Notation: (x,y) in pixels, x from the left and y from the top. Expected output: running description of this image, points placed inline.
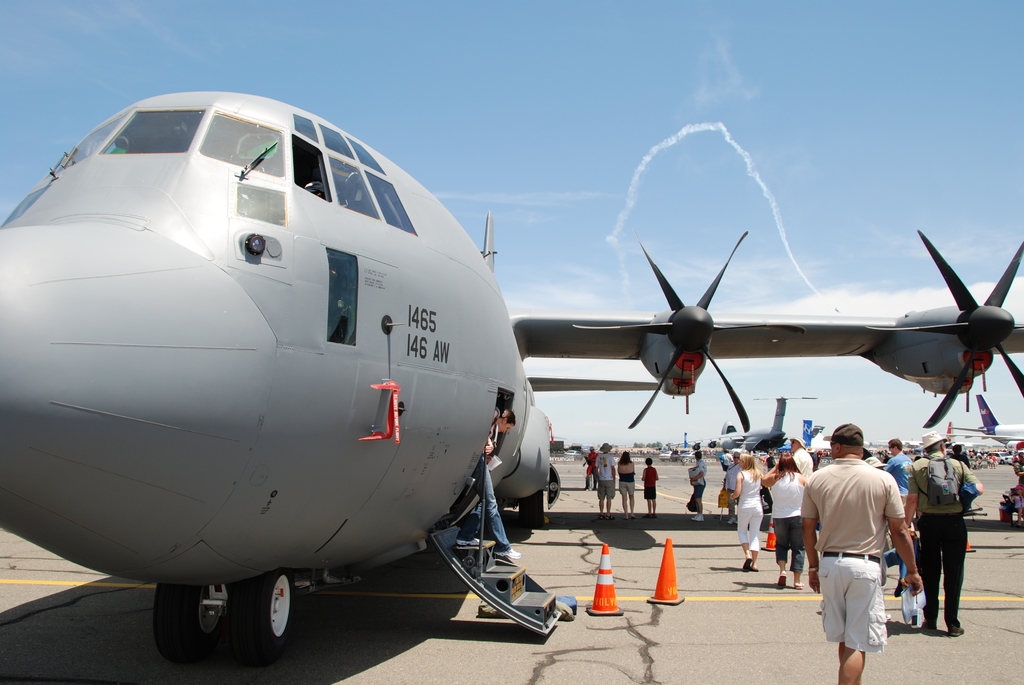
In this image I can see an airplane (417,328) in the front (546,390) and on the right side of it I can see number of people (860,635) are standing. I can also see few orange colour cones (610,559) on the right side (770,536). In the background (910,445) I can see few more airplanes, clouds (817,357) and the sky (580,154).
